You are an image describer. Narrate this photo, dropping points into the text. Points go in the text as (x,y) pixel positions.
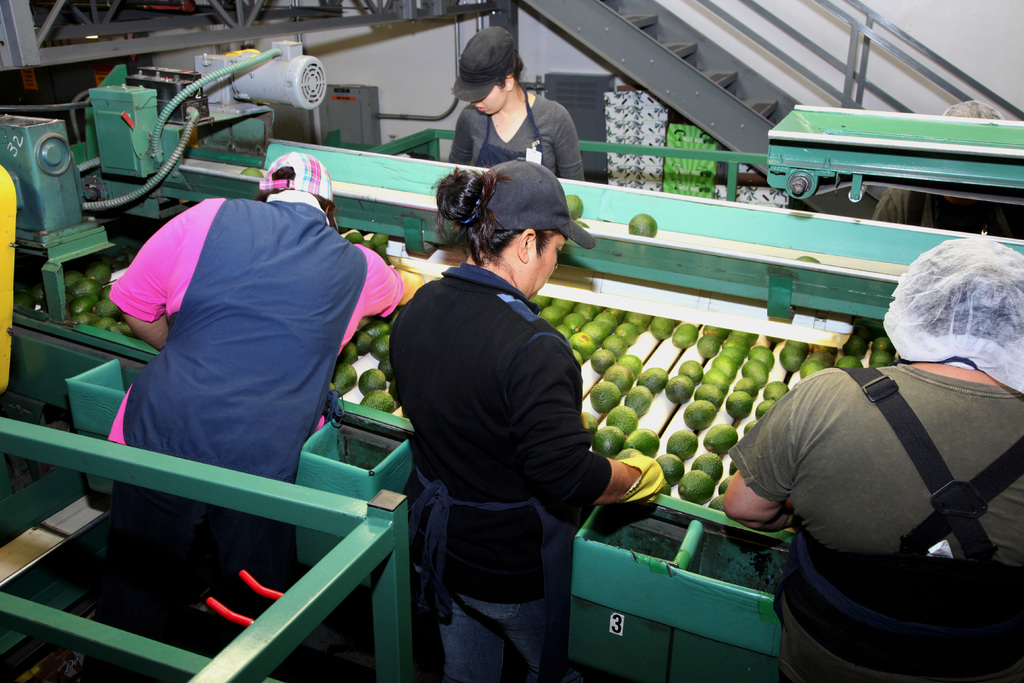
This image consists of four persons (429,528). And there is a machine (679,628) in green color on which there are fruits (562,332) kept. In the background (692,37), there are steps (692,77). To the left (246,72), there is a motor (237,83).
